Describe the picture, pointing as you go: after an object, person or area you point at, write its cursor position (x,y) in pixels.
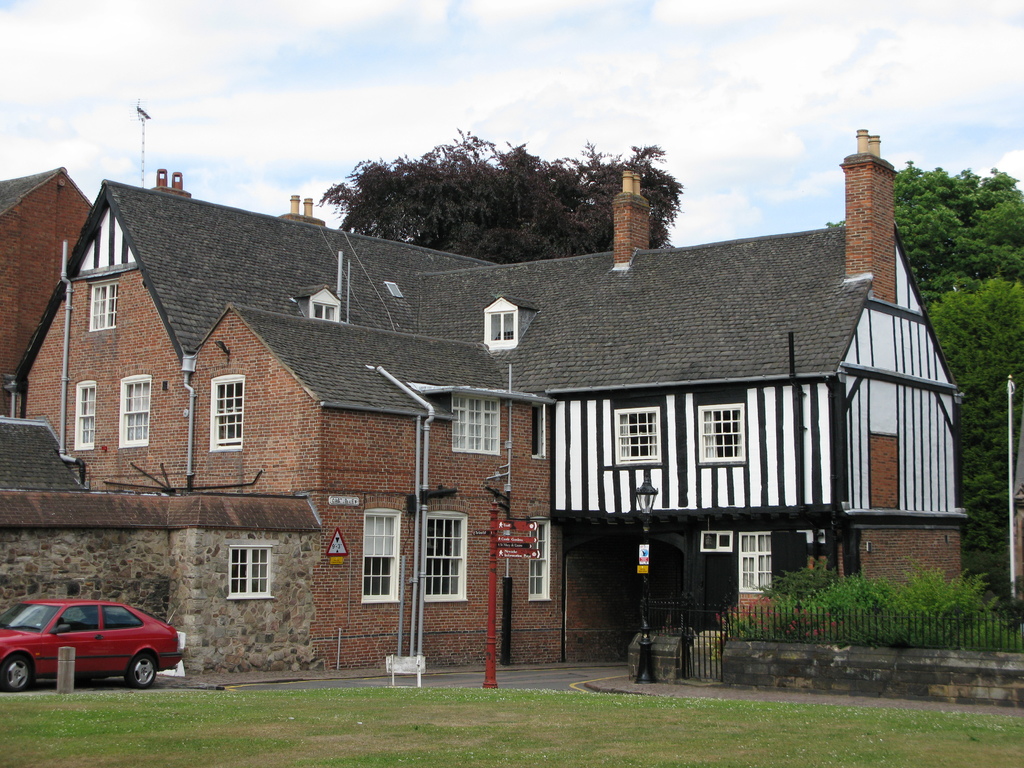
In this image on the bottom left hand corner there is a car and in the middle (622,273) we can see a house (446,619) and in the background (709,103) we can see the sky (697,94).
